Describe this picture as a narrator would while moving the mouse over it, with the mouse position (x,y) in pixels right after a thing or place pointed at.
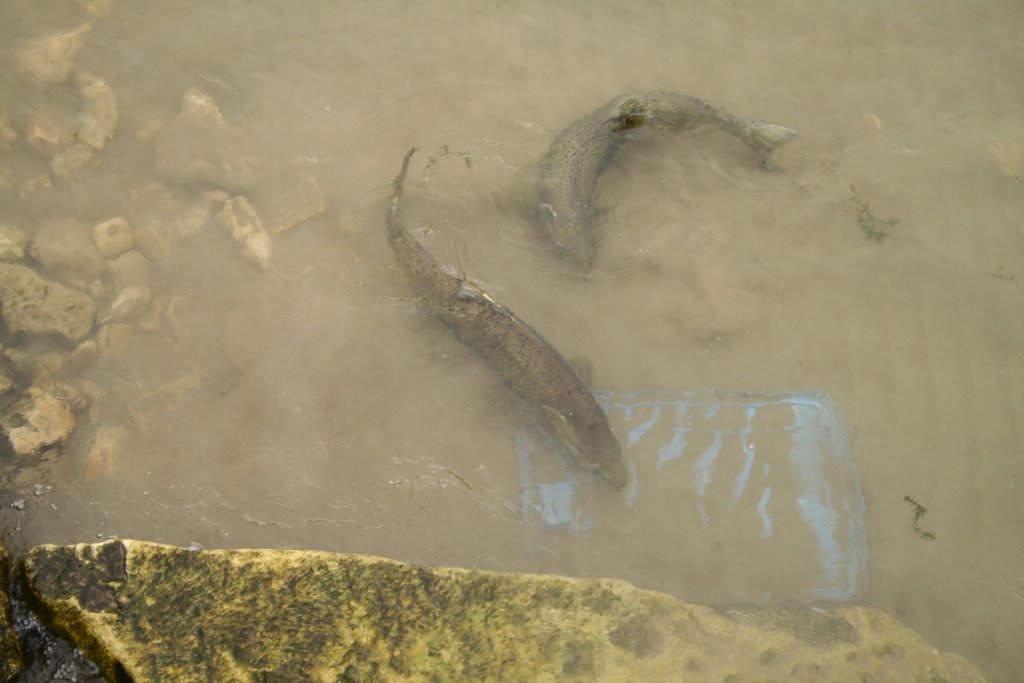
In the center of the image (578,435) we can see the fish (637,102) are present in the water (891,422). In the background of the image (19,136) we can see the stones (54,413), water plants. At the bottom of the image (593,584) we can see a rock (463,610) and object (725,504).
